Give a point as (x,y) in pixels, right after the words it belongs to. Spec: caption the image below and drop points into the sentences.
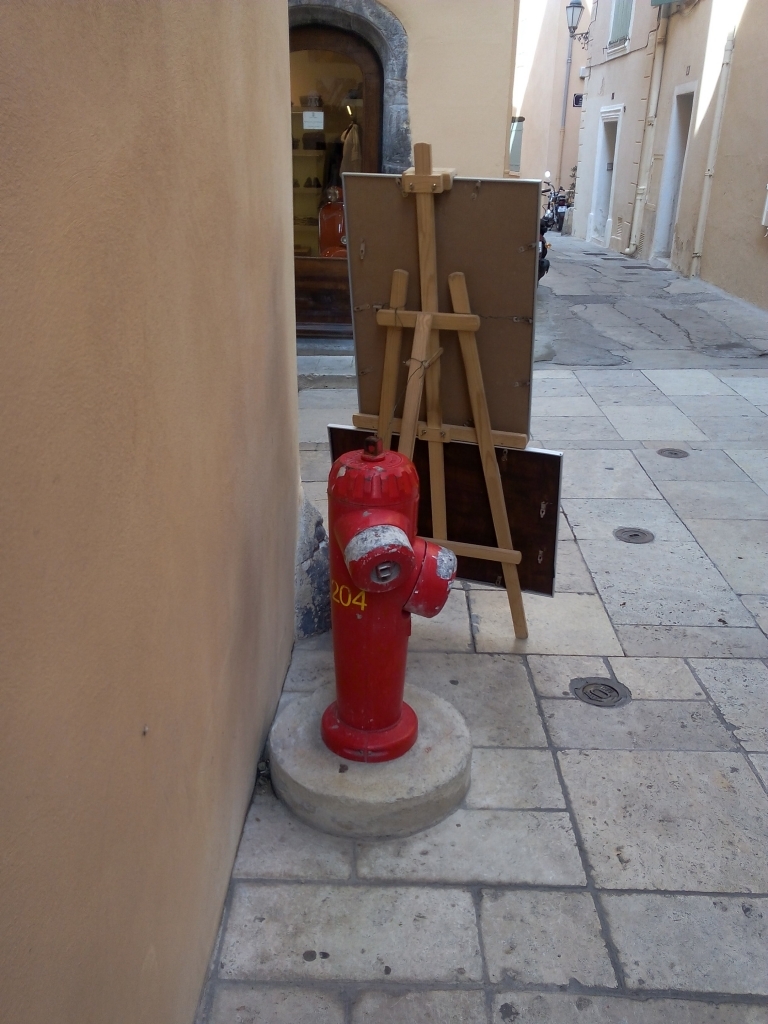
This picture consists of outside view of a city (725,140) and I can see a building (710,163), in front of the building (691,151) I can see a fire hydrant (334,604) and boards (516,341) kept on the floor (669,782) and I can see a wall (115,128) in the left side (98,137).
